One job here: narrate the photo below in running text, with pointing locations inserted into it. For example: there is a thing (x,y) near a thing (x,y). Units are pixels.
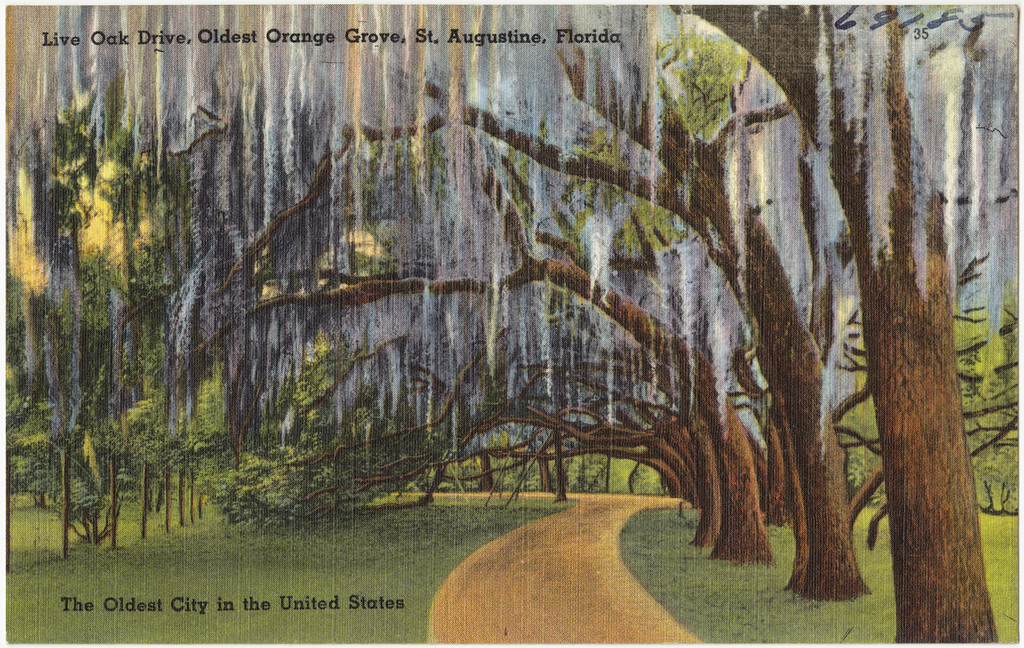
In this image there is a painting (353,312) with trees (385,390), on the top (214,41) and bottom of the image (283,599) there is text (296,602) and numbers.
